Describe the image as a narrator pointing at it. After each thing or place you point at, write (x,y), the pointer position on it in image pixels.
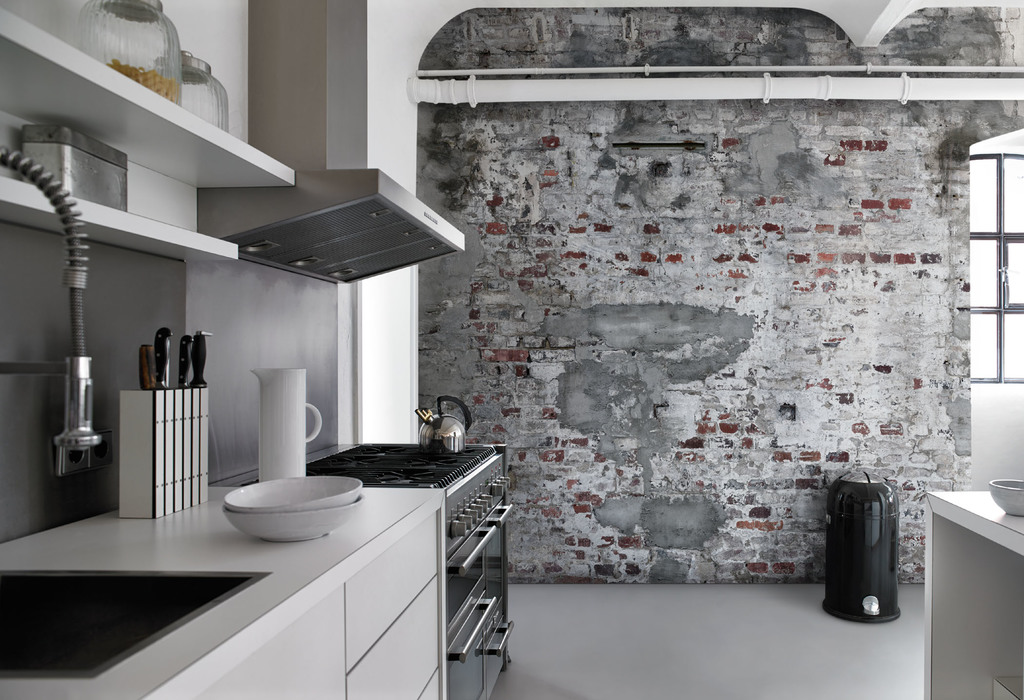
In this image on the left side (269,526) there are bowls (306,508), there is a jar (281,413) and there is a tap (84,366). There are shelves (173,165), on the shelves (178,157) there are jars (182,92) and there is an object (104,179) which is silver in colour. In the center (618,449) there is a wall (716,434) and in front of the wall (861,451) there is an object (867,530) which is black in colour. On the right side (992,366) there is a window (995,327) and there is a table (991,518). On the table (993,526) there is a bowl (1009,499) which is white in colour. On the left side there is a stove (449,466), on the stove (421,453) there is a kettle (440,429).
